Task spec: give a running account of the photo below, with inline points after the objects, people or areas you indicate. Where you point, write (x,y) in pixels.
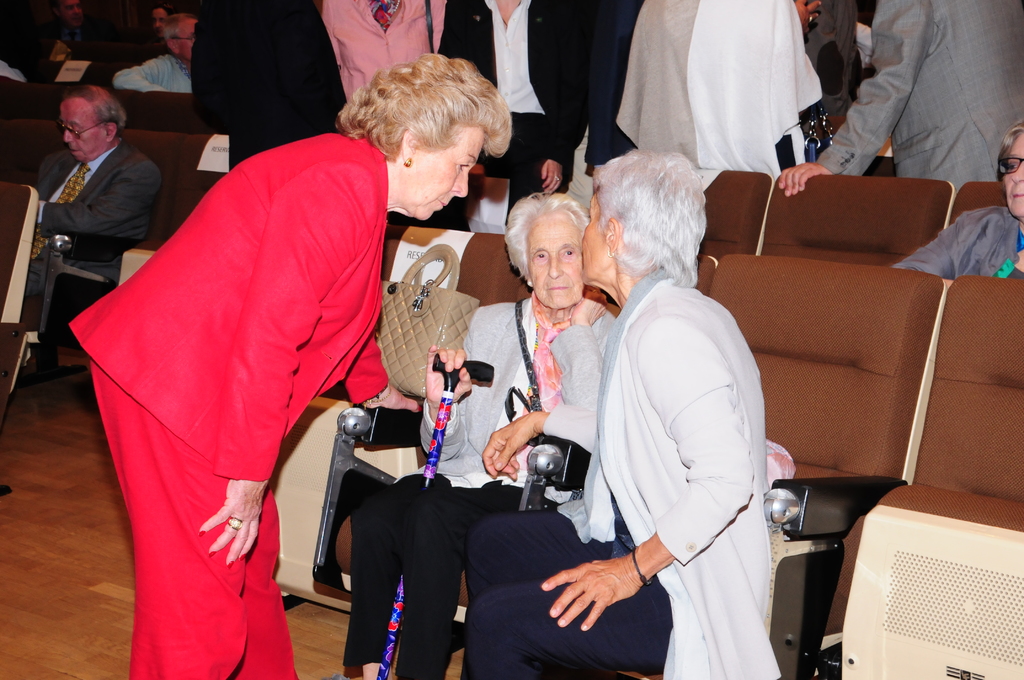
In this image I can see group of people (65,116) some are sitting and some are standing. The person (544,567) in front (531,567) wearing gray color jacket (659,477) and blue pant (529,601), and the person (220,331) at left (220,331) wearing red color dress (191,315). Background (264,78) I can see few other persons (727,69) standing.
